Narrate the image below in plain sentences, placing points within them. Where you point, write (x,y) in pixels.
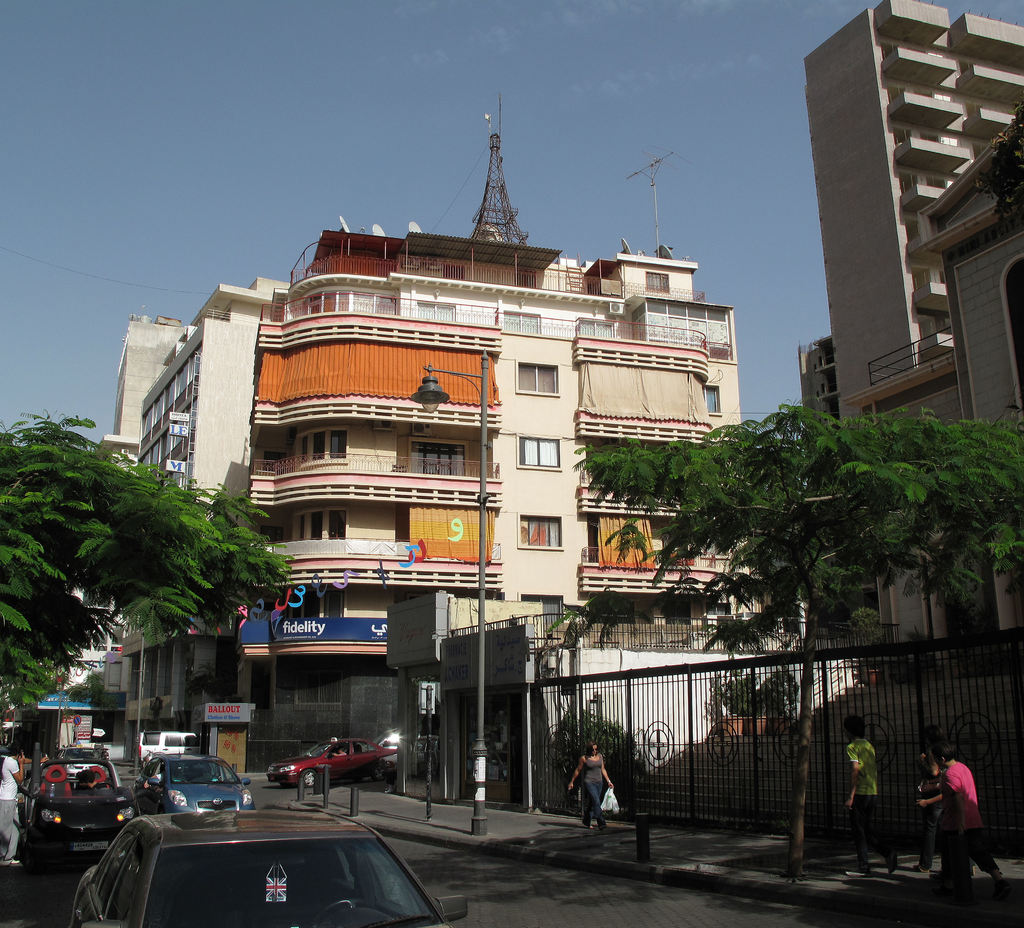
In this image I can see few vehicles (200,833) on the road (30,875) and a person (6,776) wearing white shirt (16,768) and grey pant (1,824) is standing on the road (16,878) and I can see few persons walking on the side walk (903,860), a black colored pole (484,790) on the sidewalk (443,820), the railing (697,685), few trees (37,528) and few buildings (554,482). In the background (597,123) I can see a tower (495,142) and the sky (195,119).
